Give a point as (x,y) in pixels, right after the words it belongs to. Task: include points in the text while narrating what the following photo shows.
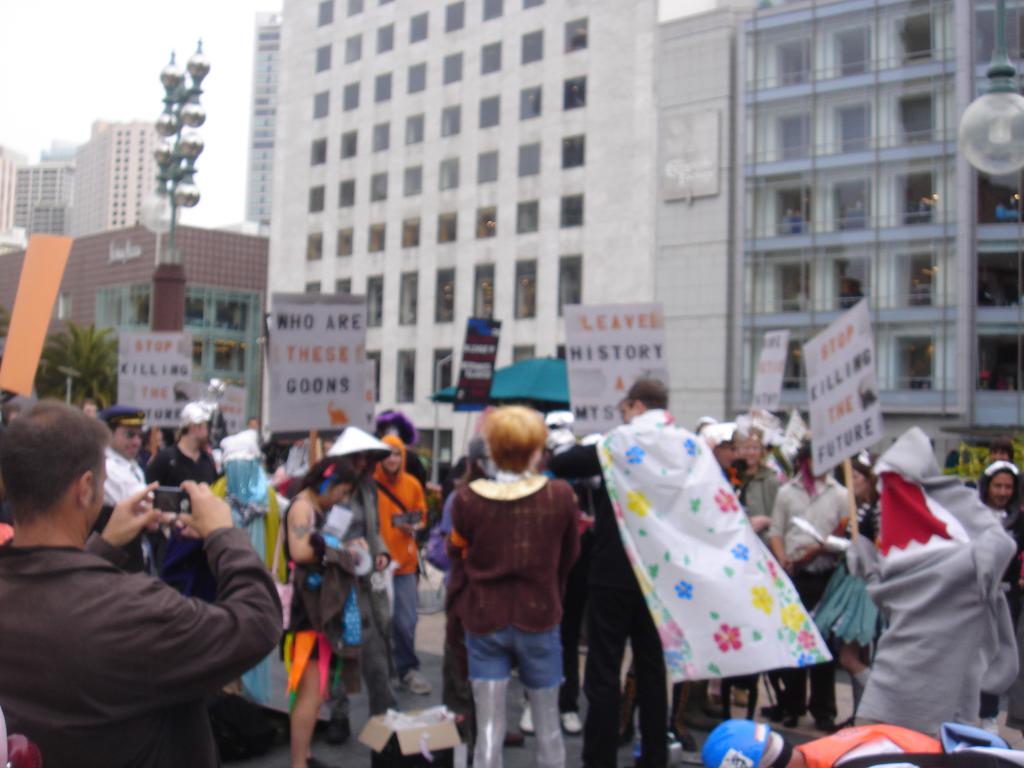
In this picture there are people (503,475) and we can see cardboard box (407,711), boards (602,409), lights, pole (168,306) and objects (401,723). In the background of the image (262,326) we can see buildings (110,212), tree (89,334) and sky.
